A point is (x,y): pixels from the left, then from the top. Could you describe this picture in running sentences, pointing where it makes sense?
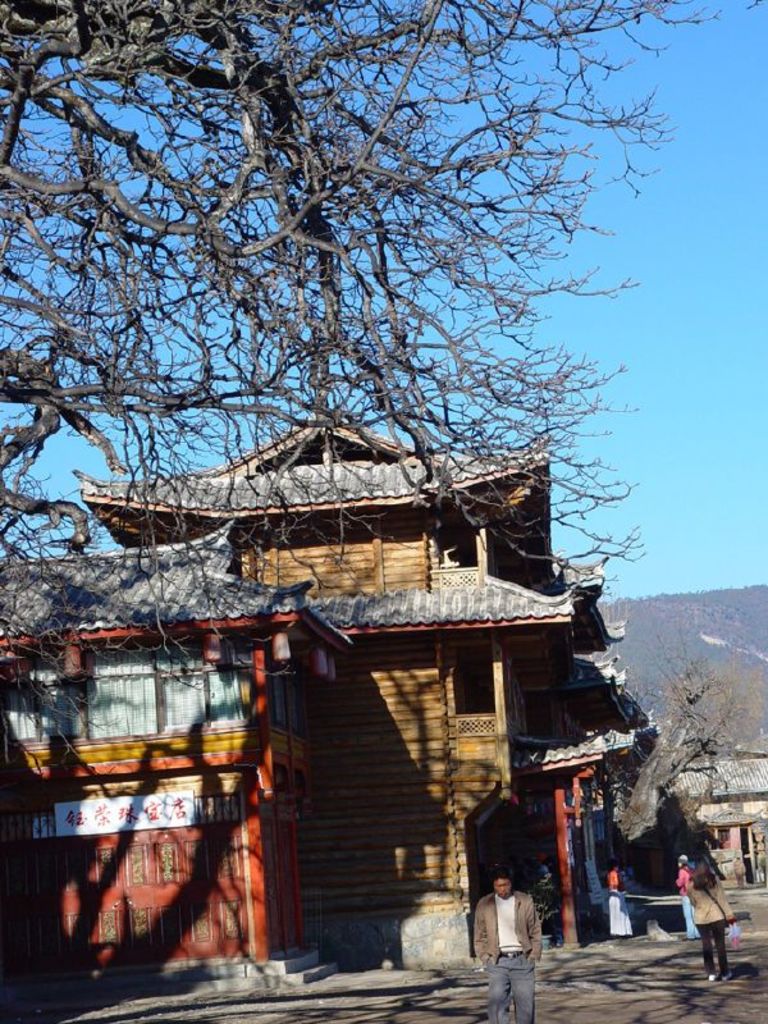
In this image there is a wooden building (338,709) on the left side (251,640). On the right side (546,961) there is a road (644,969) on which there are four persons (691,876). In the background (653,640) there are hills (657,618). On the left side (79,303) there is a tree (247,168). At the top (642,184) there is the sky (675,200).
